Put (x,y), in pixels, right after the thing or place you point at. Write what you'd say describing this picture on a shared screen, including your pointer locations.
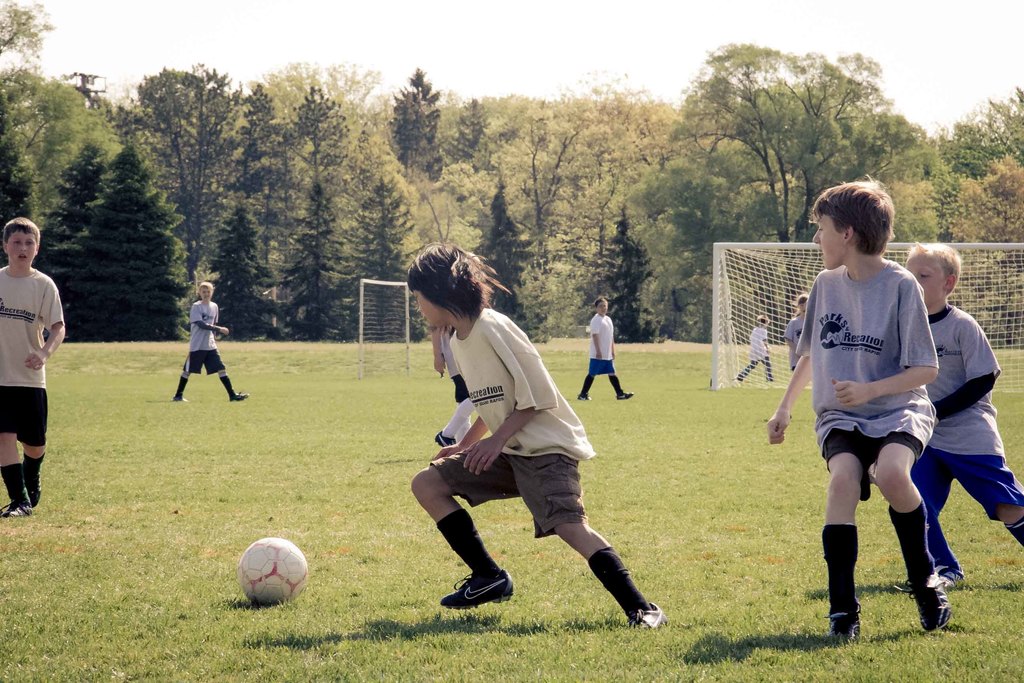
In this image I see the ground (288,383) and I see number of children (63,331) and I see a ball (270,547) in front (271,568). In the middle of this picture (534,289) I see number of trees (585,208) and I see 2 goalposts (724,288). In the background (355,40) I see the sky (279,17).
